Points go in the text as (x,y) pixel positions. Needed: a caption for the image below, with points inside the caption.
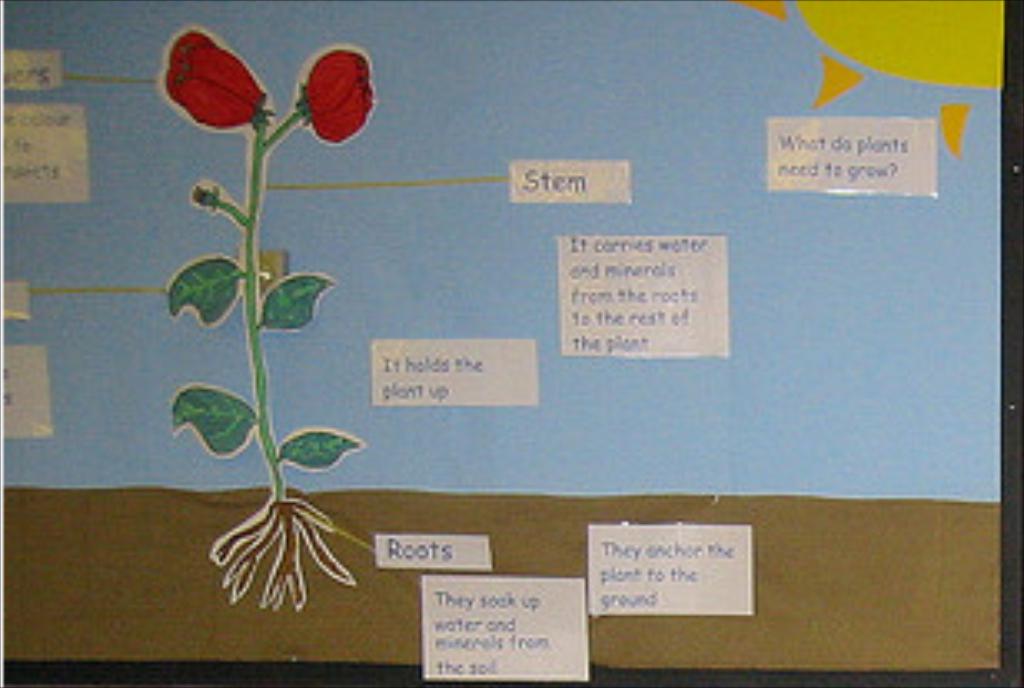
In this image, we can see a board (594,496) with text (420,380) and figures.
